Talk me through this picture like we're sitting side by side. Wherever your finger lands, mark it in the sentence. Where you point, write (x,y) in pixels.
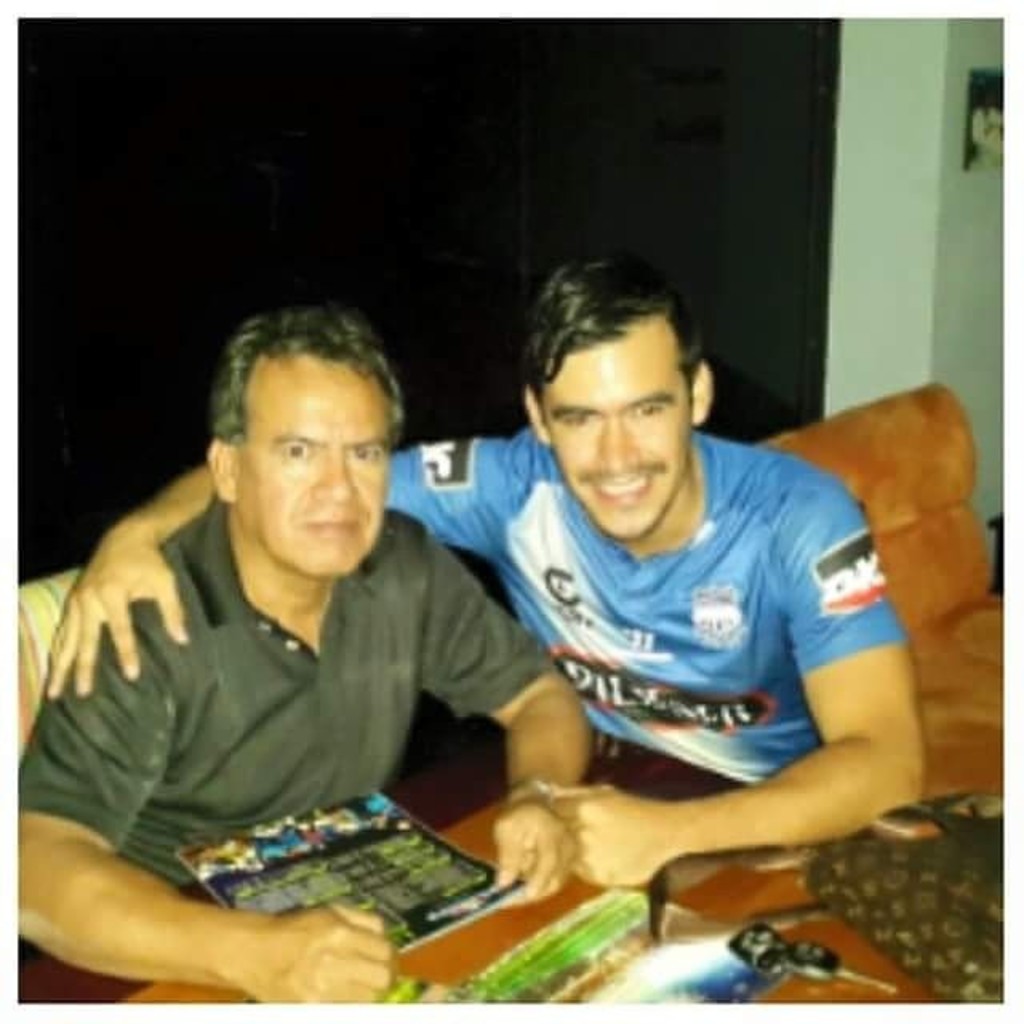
In this image we can see there are two people (700,732) sitting on sofa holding some things (606,937), behind him there is a wall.
